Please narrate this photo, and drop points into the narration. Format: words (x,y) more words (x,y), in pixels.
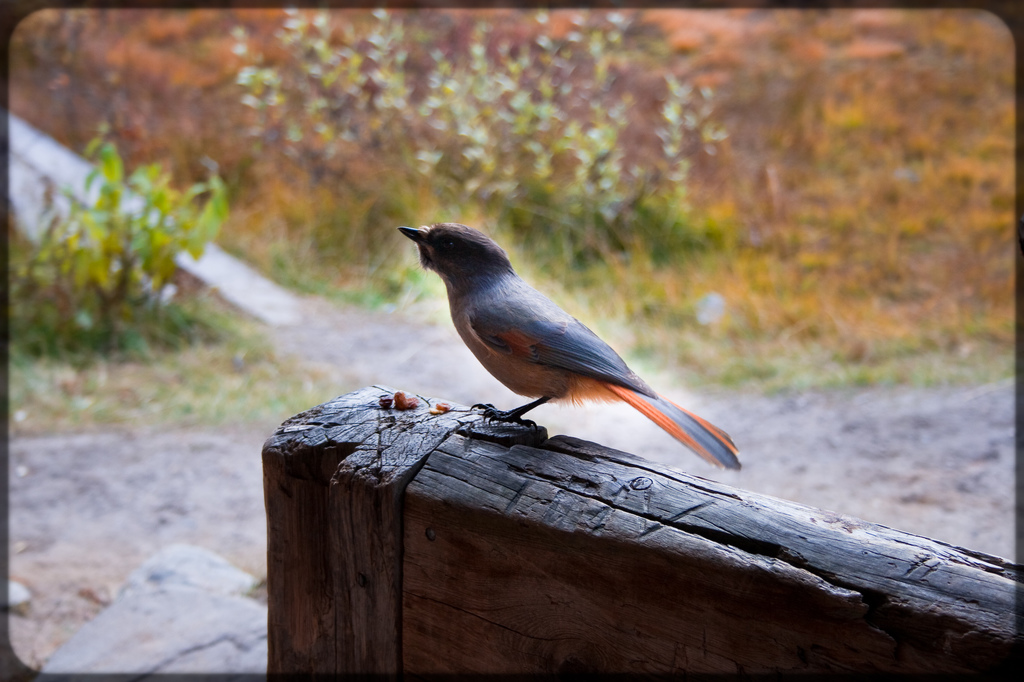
Here we can see a bird (514,409). Background (593,97) it is blurry and we can see plants (407,123).
